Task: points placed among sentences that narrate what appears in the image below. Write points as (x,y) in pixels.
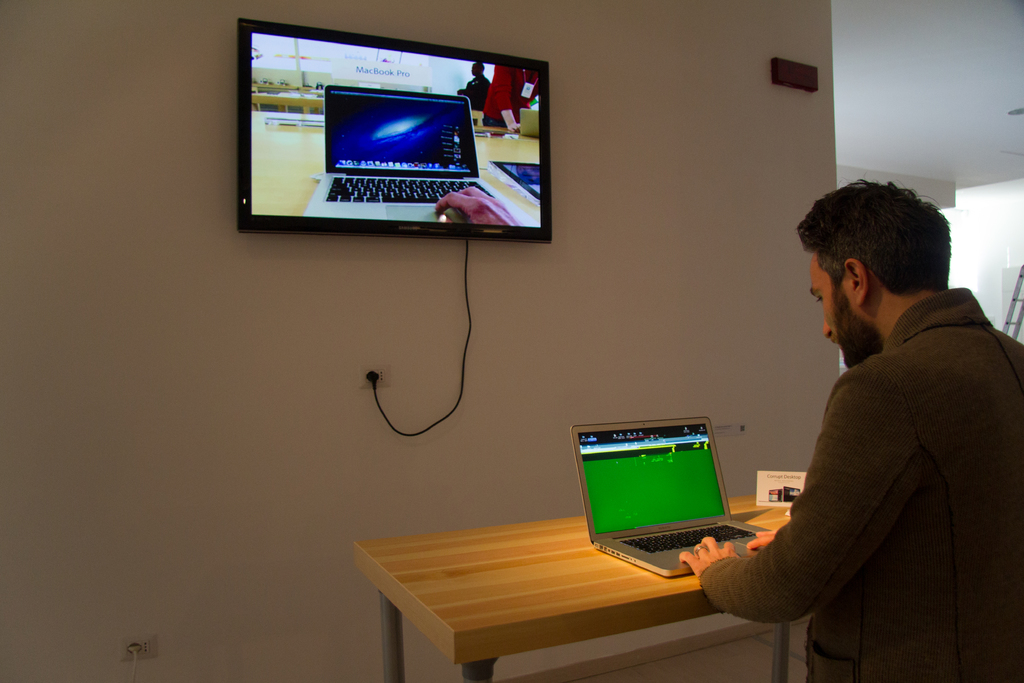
In this picture i could see a person (866,487) standing near the table (569,601) with the laptop (684,527) and working on it. In the background (669,282) i could see a wall (146,106) and a television (517,119) hooked to it.
